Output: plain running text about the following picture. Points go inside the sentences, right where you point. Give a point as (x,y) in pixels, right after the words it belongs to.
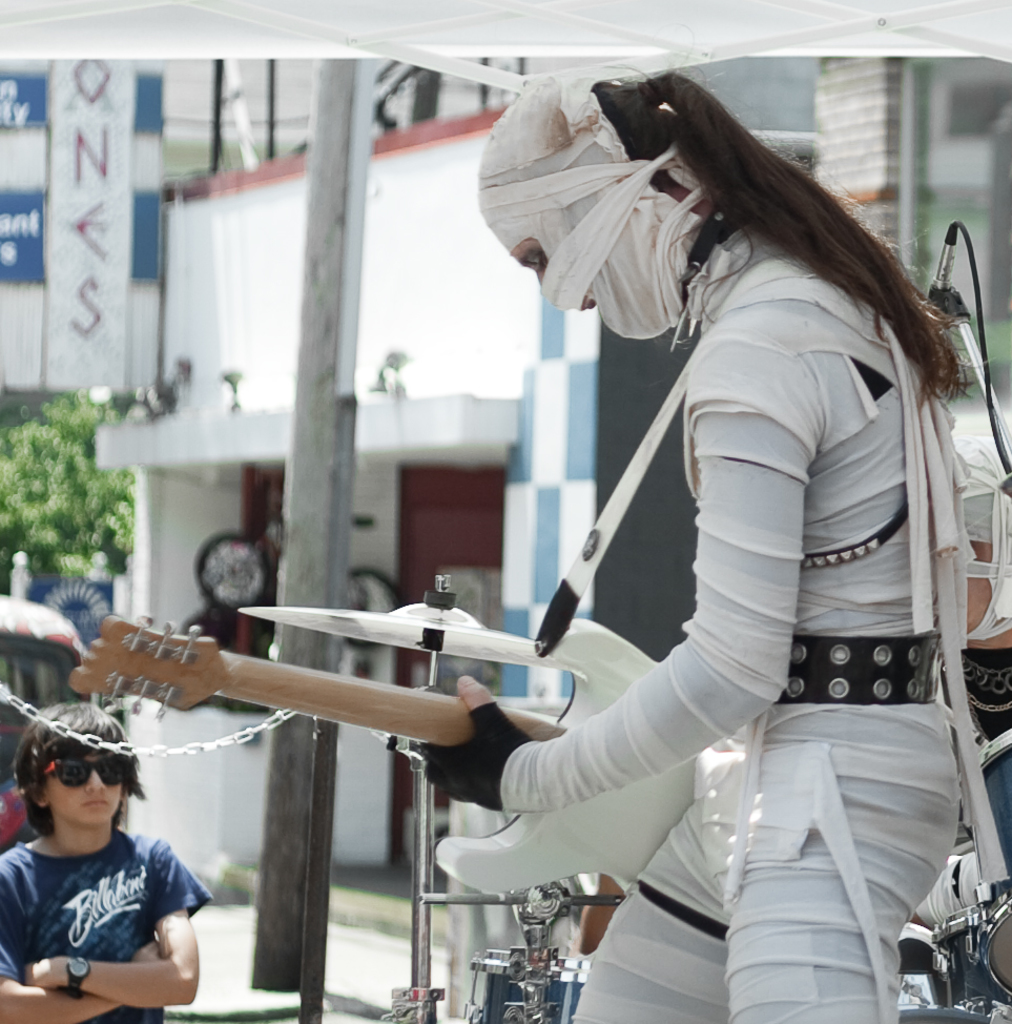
In this image we can see a man (860,752) is standing and holding guitar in his hand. He is wearing white color dress (779,843). Bottom left of the image (70,859) one boy (88,918) is standing who is wearing dark blue color t-shirt (122,881). Back ground of the image (48,488) tree (67,482), pole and buildings (276,317) are present. Right bottom of the image (958,971) drum (958,984) is there.
